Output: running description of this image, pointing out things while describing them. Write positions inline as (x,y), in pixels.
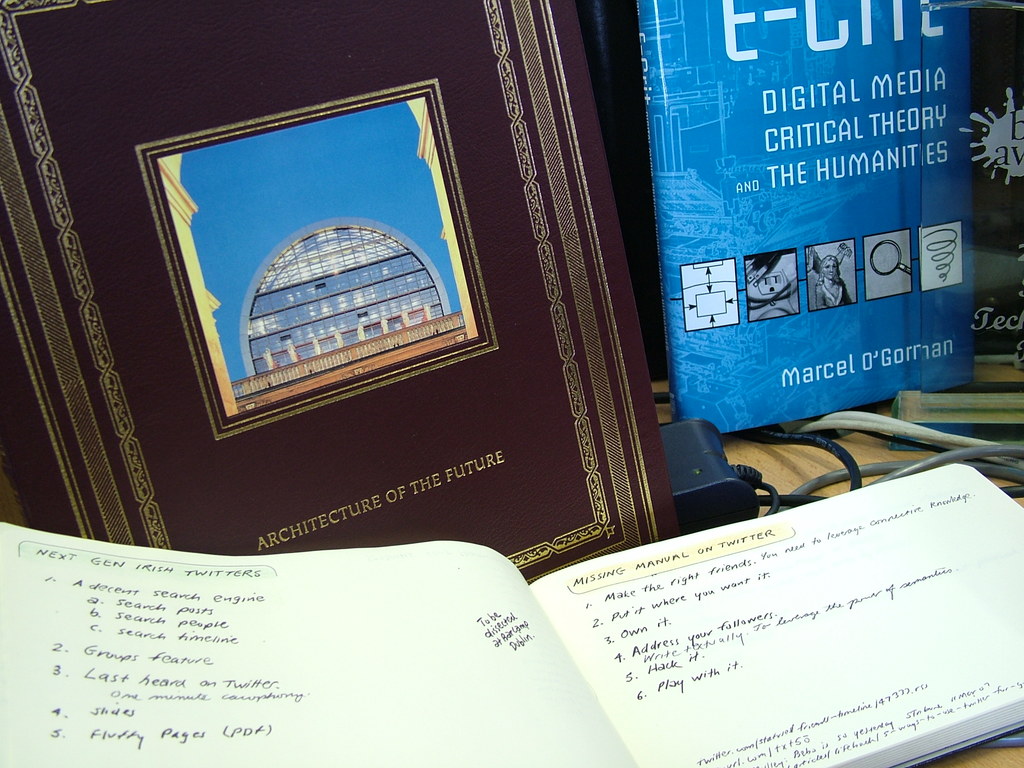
In this picture we can see books (525,492), cables (737,468) and objects (696,475) on the wooden platform (969,757).
